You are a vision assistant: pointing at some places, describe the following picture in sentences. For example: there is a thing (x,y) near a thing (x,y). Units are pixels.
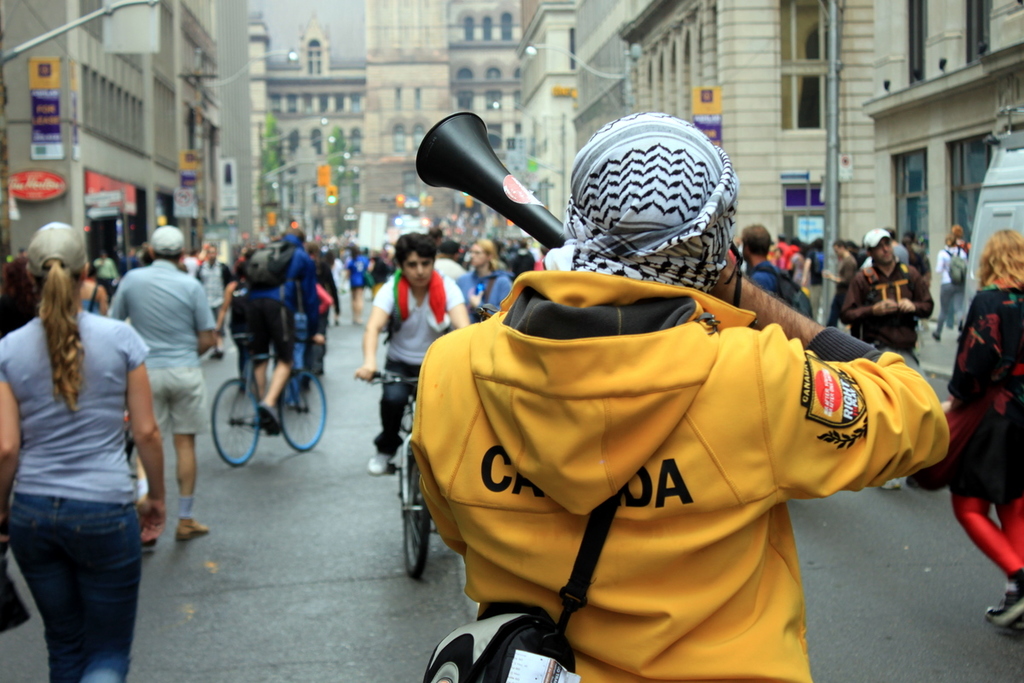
In this picture there are people (492,248), among them there are two people (313,273) riding bicycles (224,428) on the road (383,593). In the background of the image (58,193) we can see buildings (817,72), poles (828,35), boards (190,155), lights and sky (288,43).
